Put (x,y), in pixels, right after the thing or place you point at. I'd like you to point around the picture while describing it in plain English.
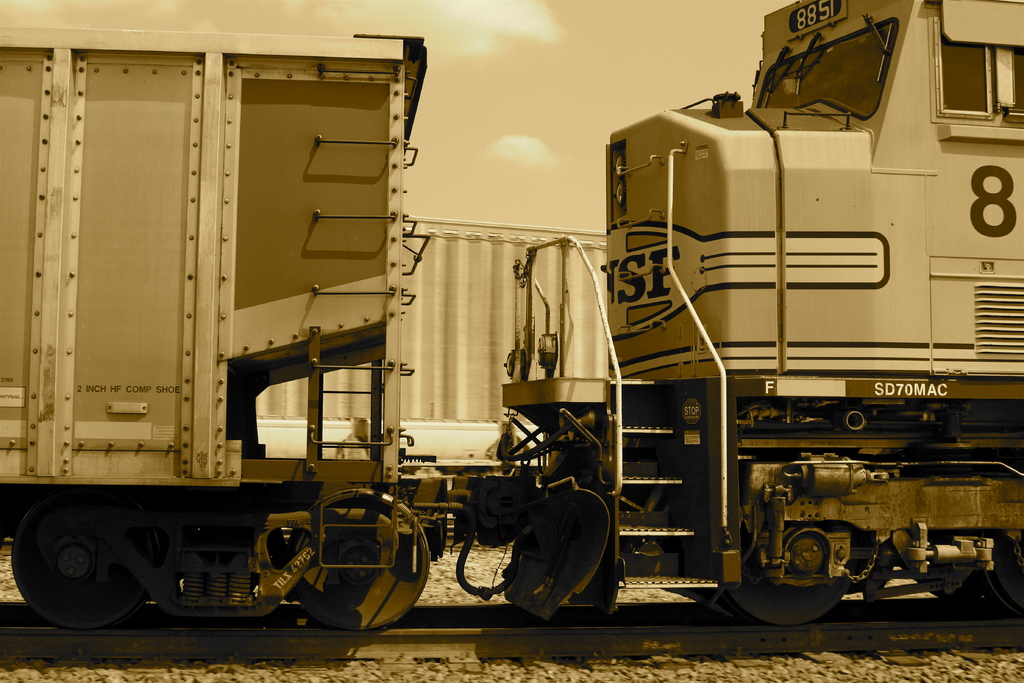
In this image there is the sky (507,114), there are clouds (504,37) in the sky (533,38), there are trains (466,371) truncated, there is a railway track (570,634).
